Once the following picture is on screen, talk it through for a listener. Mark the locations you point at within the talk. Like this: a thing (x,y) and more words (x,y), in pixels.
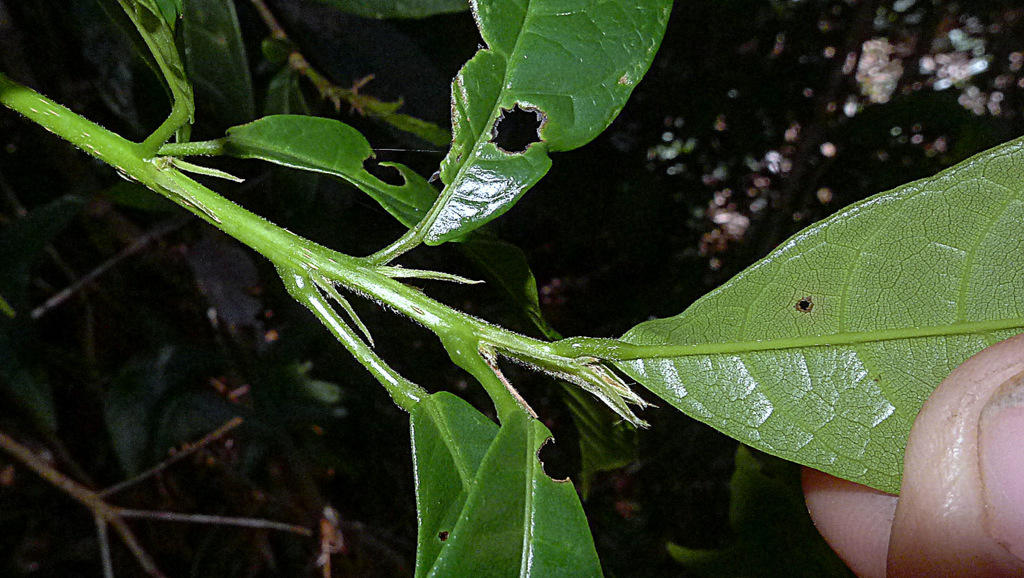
In this image we can see stem (275,252) with leaves (433,230). In the right bottom corner (901,512) we can see fingers (882,505). In the background (174,422) it is dark.
